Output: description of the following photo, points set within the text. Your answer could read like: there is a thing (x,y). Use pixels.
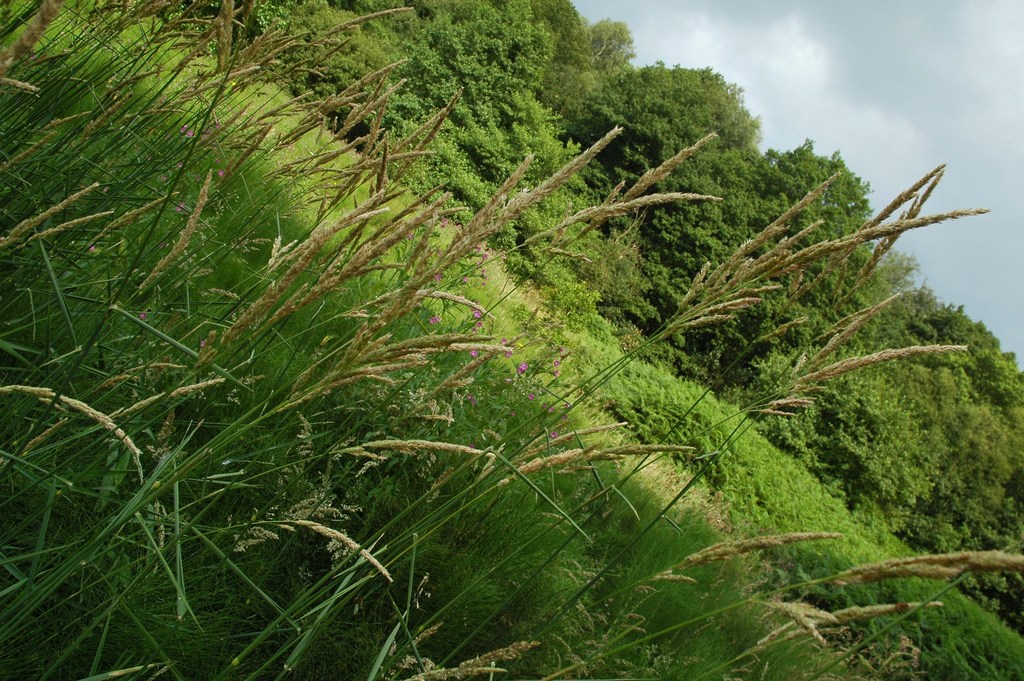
In this image I can see few trees (513,114) which are green in color, few pink colored flowers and some grass (465,347). In the background (1003,150) I can see the sky (890,124).
